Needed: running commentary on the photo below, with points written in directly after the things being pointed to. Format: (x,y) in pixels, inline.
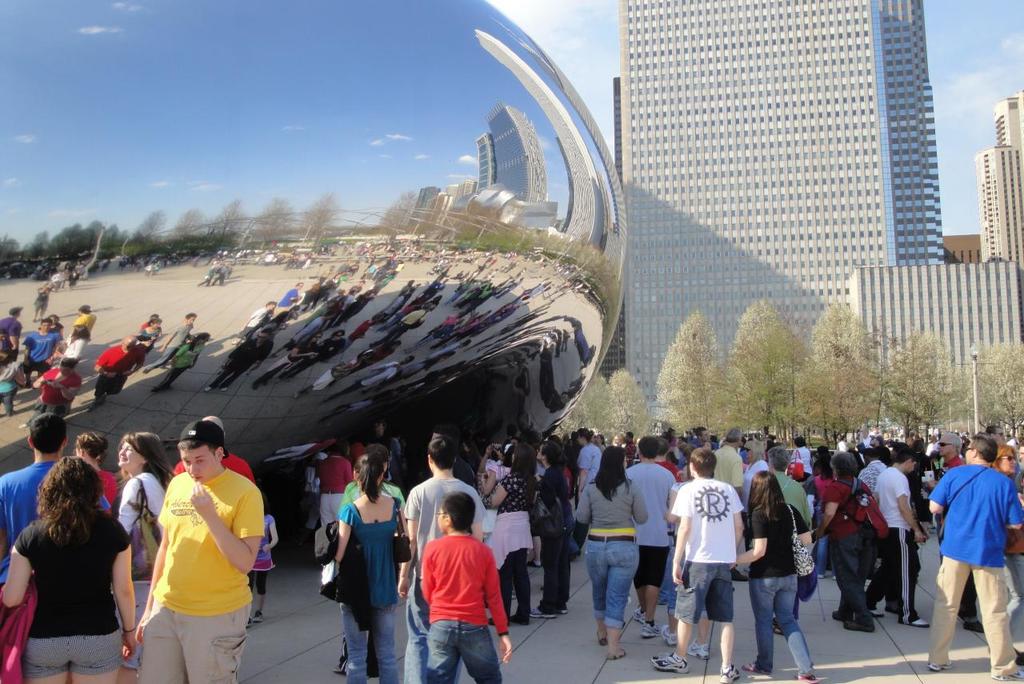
In this image we can see some persons (630,581) walking and some are standing and in the background of the image (695,366) there are some trees (688,321), buildings (758,182) and clear sky (962,60).
